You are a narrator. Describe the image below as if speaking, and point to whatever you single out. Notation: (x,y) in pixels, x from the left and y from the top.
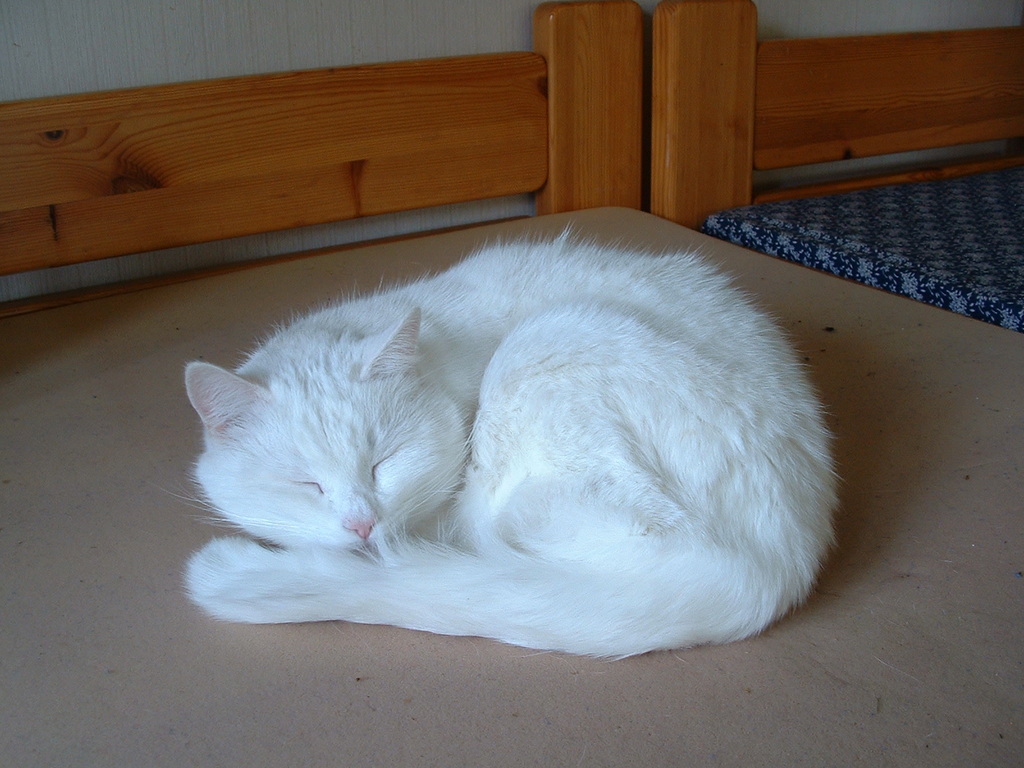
Here I can see a white color cat (505,351) is laying on a bench (184,705) which is made up of wood (62,360). Beside this I can see a bed (867,226). At the top (276,36) I can see the wall (210,47).
